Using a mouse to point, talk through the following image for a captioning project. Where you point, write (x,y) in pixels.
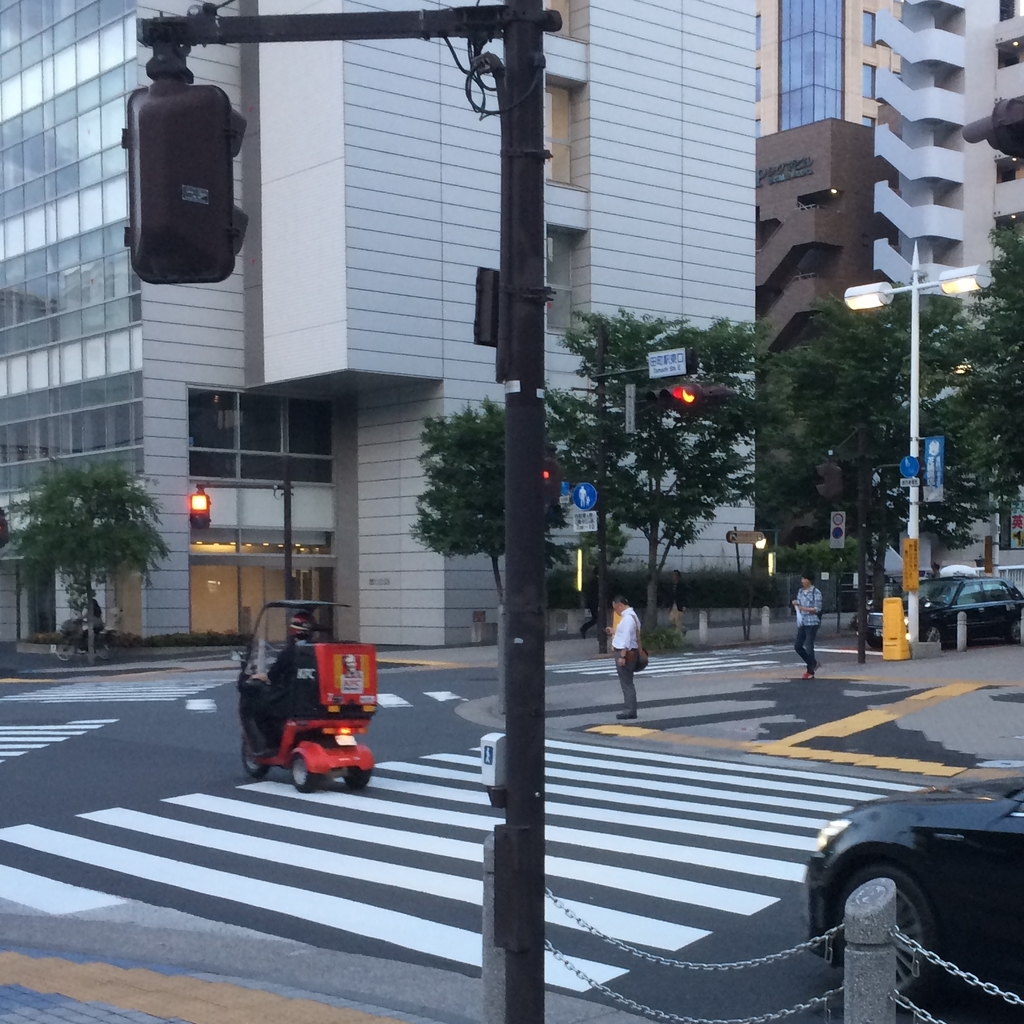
In the image there is a scooter (338,743) on the road (415,868) and few persons (624,649) standing in the back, in the front (225,24) there is a traffic light (506,208) and in the back (835,88) there are buildings (608,169) with trees (645,483) in front of it.
